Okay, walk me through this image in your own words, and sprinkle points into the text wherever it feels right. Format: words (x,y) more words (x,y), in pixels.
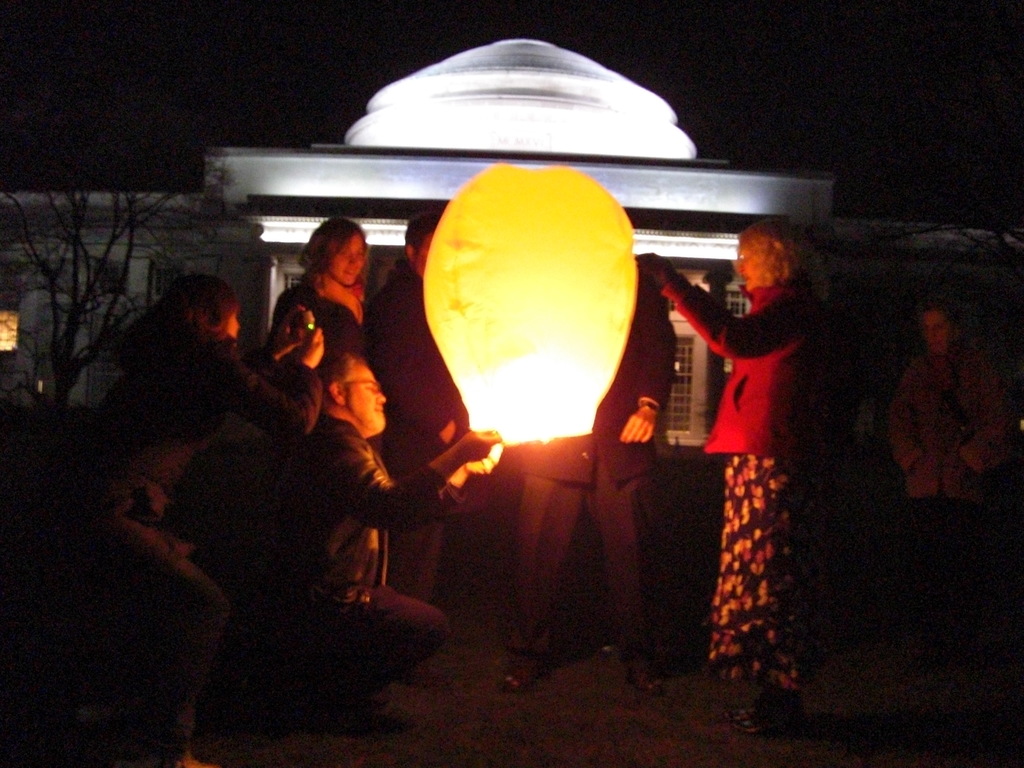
In this image there are a group of people (438,365) who are standing and they are holding light (560,312), in the background (306,230) there are some houses (690,203) and trees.
